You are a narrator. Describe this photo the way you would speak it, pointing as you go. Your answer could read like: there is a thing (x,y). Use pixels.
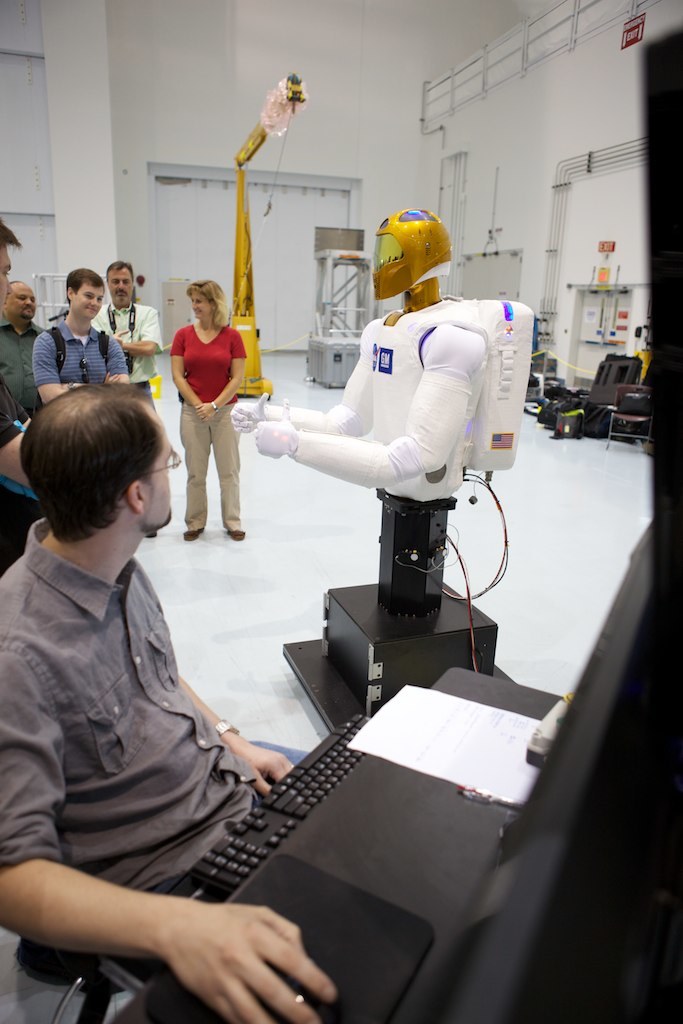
In this image we can see this person (116,758) is sitting on the chair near the table (317,854) where keyboard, mouse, paper (442,771) and few more objects (467,990) are kept. Here we can see a robot (422,302) and these people (81,374) are standing on the floor (581,587). In the background (18,230), we can see some objects (240,257) and the white color wall (359,168).
